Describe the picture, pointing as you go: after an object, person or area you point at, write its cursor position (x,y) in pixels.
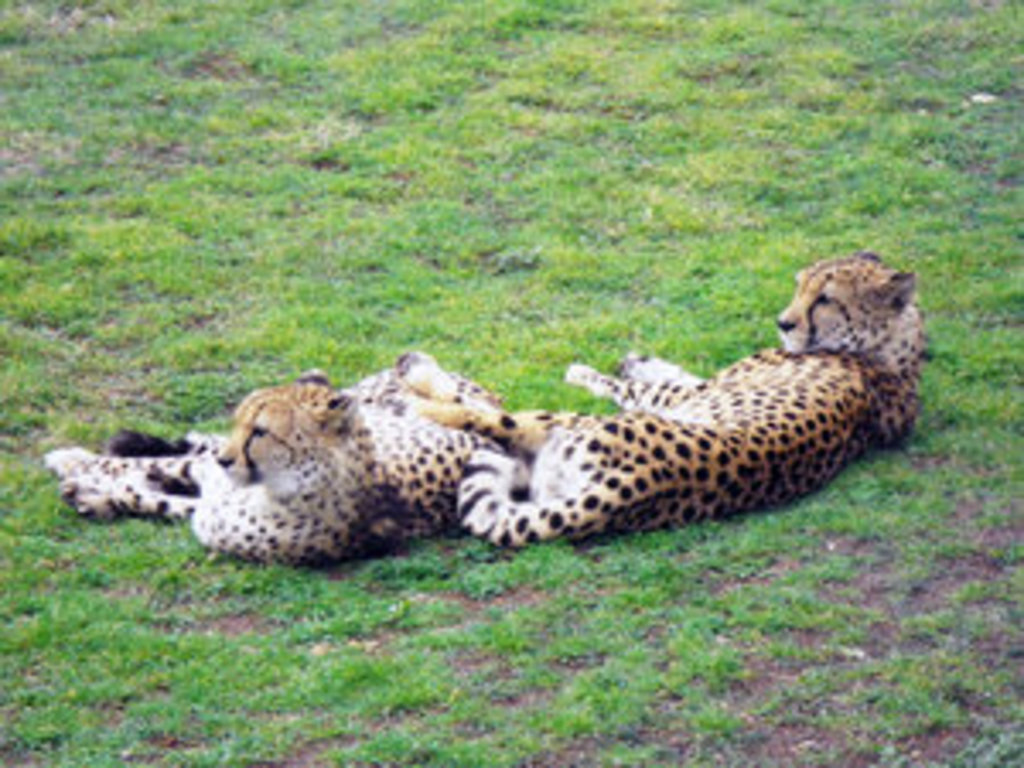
In the center of the picture (651,494) there are cheetahs (575,423). In this picture there is grass (661,227).
